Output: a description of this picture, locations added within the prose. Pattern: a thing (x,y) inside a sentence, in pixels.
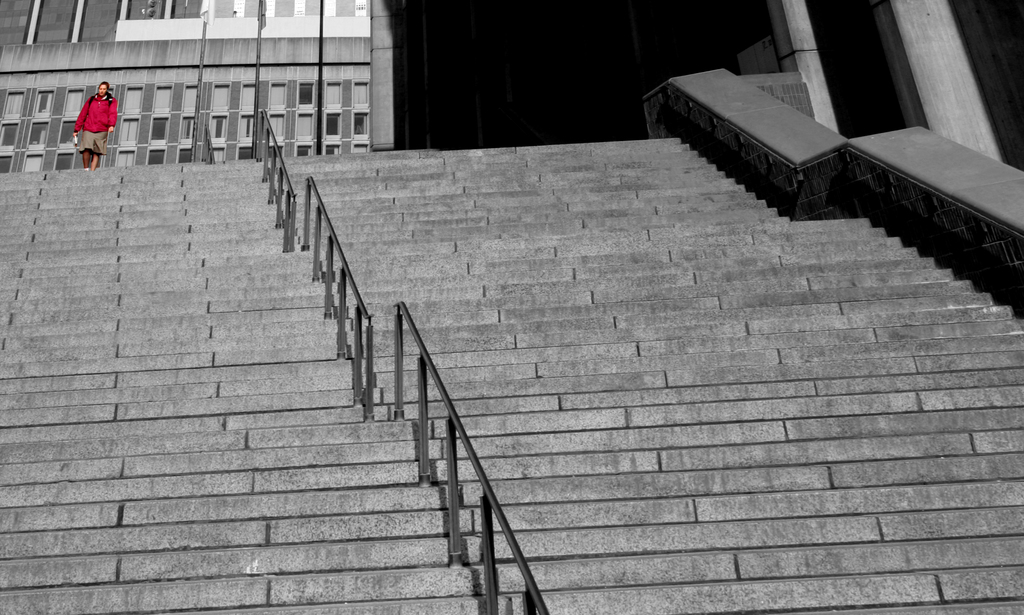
This image is taken outdoors. In the middle of the image (376,303) there are many stairs (377,346) and there are a few railings (451,499). At the top of the image (221,70) there is a building (308,70) with walls (211,90) and windows (216,101). A person (99,114) is walking on the stairs (962,421).
